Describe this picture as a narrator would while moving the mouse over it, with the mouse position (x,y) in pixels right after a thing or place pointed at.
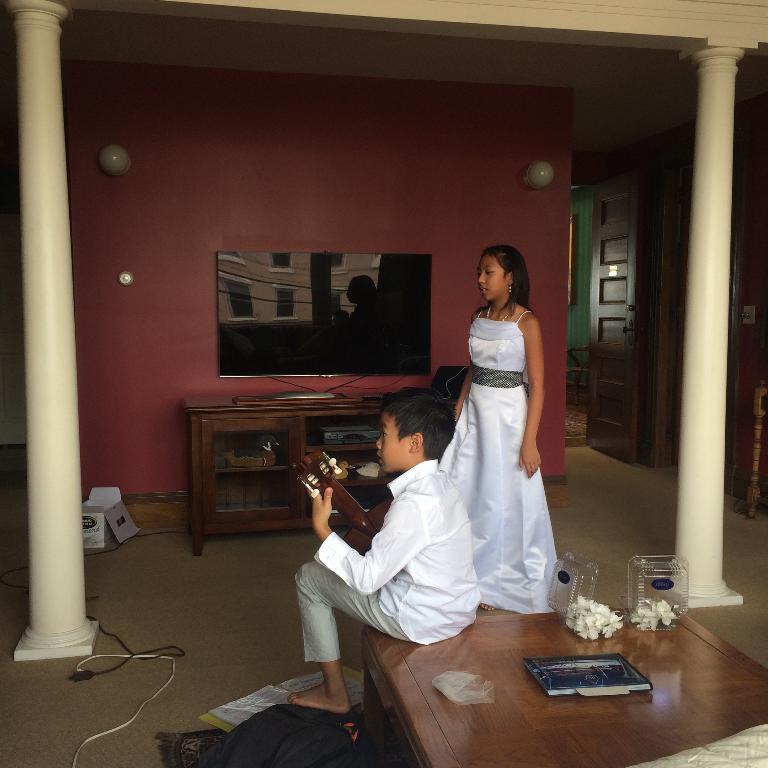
This is the women (494,542) wearing white dress (493,488) and standing. Here is the boy (419,582) holding musical instrument (356,517) and sitting on the table (558,724). This is the television (301,353) which is placed on the television stand (301,422). these are the racks (274,487). These are the pillars (697,260). These are the bulbs (109,161) attached to the wall (308,174). I can see some objects (561,680) on the table (646,670). At background (596,294) I can see the wooden door (608,360) which is opened. this looks like a bag (312,757). This is a white cardboard box (109,527).
